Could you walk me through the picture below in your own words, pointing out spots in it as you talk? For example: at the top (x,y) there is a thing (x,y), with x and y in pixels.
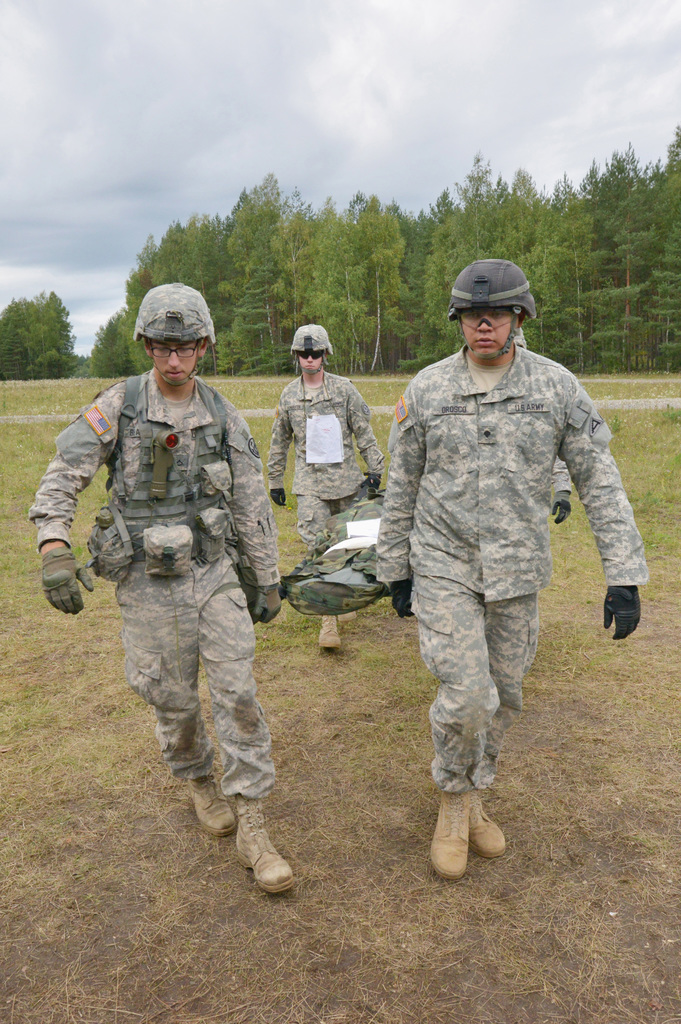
In this image we can see few persons (378,488) are holding an object (359,590) in their hands (72,587) and all of them wore helmets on their heads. In the background (385,398) we can see grass (261,393), trees (235,351) and clouds (24,110) in the sky (42,53).
